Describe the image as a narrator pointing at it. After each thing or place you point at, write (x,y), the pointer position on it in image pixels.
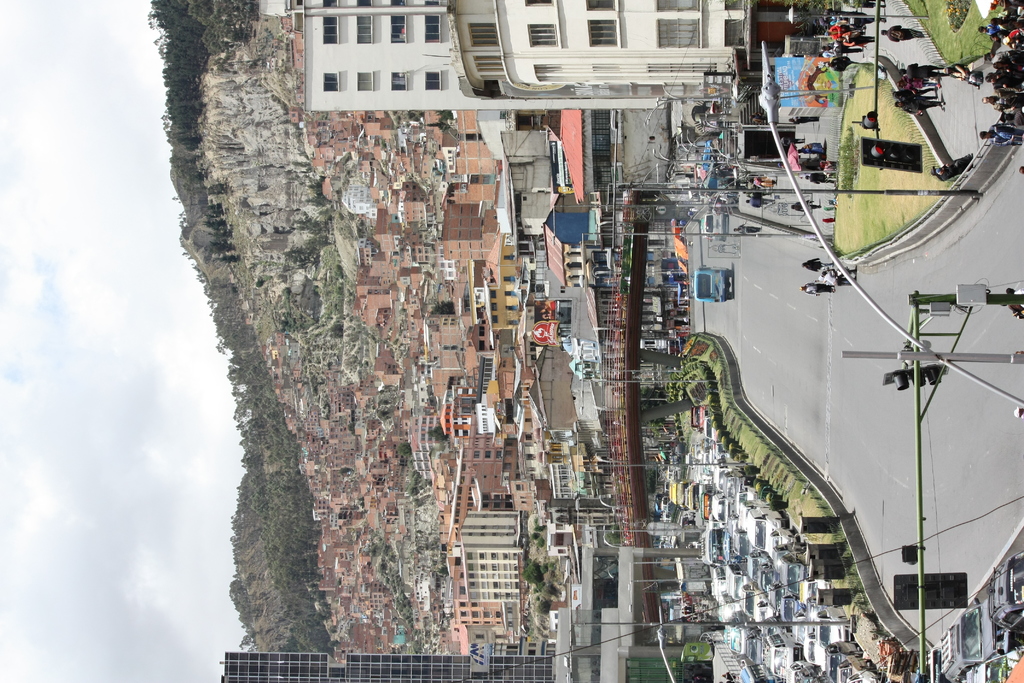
In the bottom right (775,572) there are vehicles (964,664) on a road (813,421), in the top right (777,199) there are persons (913,80) walking on the footpath (959,118), in the middle of the image (409,309) there houses (435,240) and buildings (439,653), on the left side (27,556) there is the sky (105,452).
